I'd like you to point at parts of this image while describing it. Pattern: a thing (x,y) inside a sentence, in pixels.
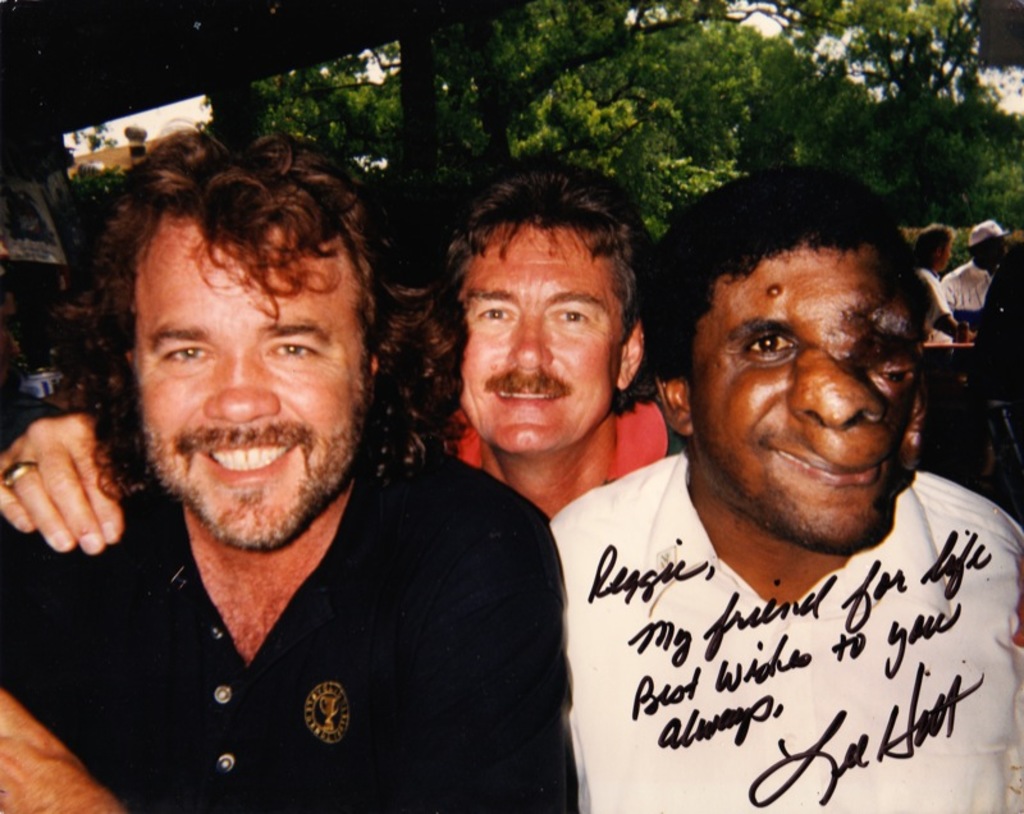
In this image there are three people (573,551) with a smile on their face (168,465), behind them there are other people (944,281) sitting on their chairs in front of them there is a table (947,342). In the background (594,109) there are trees (629,95) and a building (139,140).
